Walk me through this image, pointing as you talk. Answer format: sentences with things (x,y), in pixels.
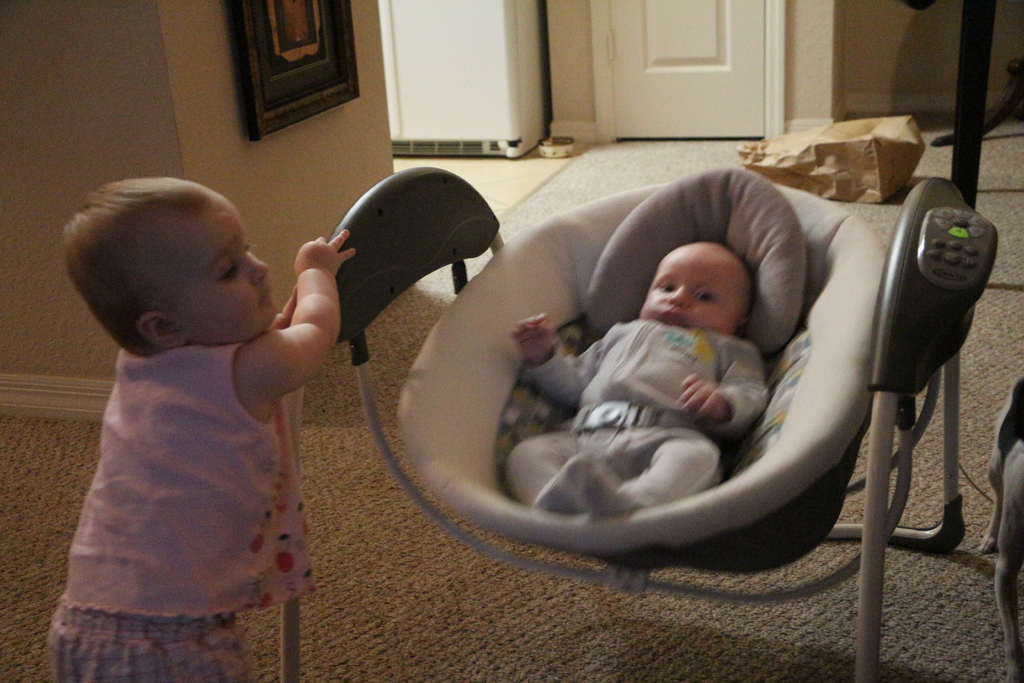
In the center of the image (668,402) we can see a baby (600,443) in a baby cradle (772,362) with button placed on the ground (934,616). On the left side of the image (266,544) we can see a girl (185,556) wearing a dress (196,568). In the background (842,167), we can see the photo frame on the wall (299,147), bag (861,157) placed on floor (945,127), group of poles (974,68), a container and a door (710,89).
